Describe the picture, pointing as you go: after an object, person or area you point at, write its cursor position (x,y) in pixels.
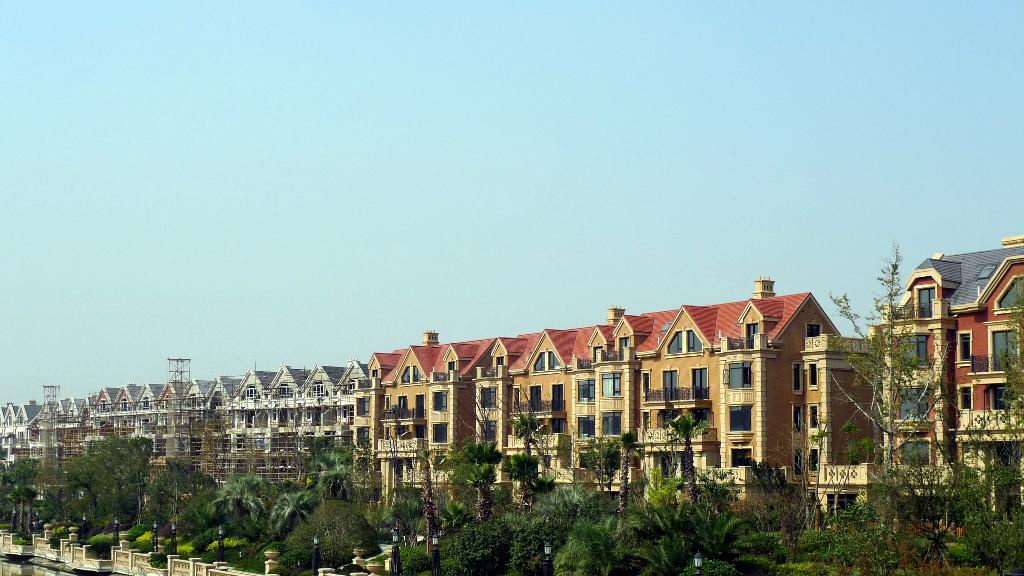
There are trees (806,524) and buildings (484,380). There is fence (61,546) and water (44,565) at the left (108,563).
